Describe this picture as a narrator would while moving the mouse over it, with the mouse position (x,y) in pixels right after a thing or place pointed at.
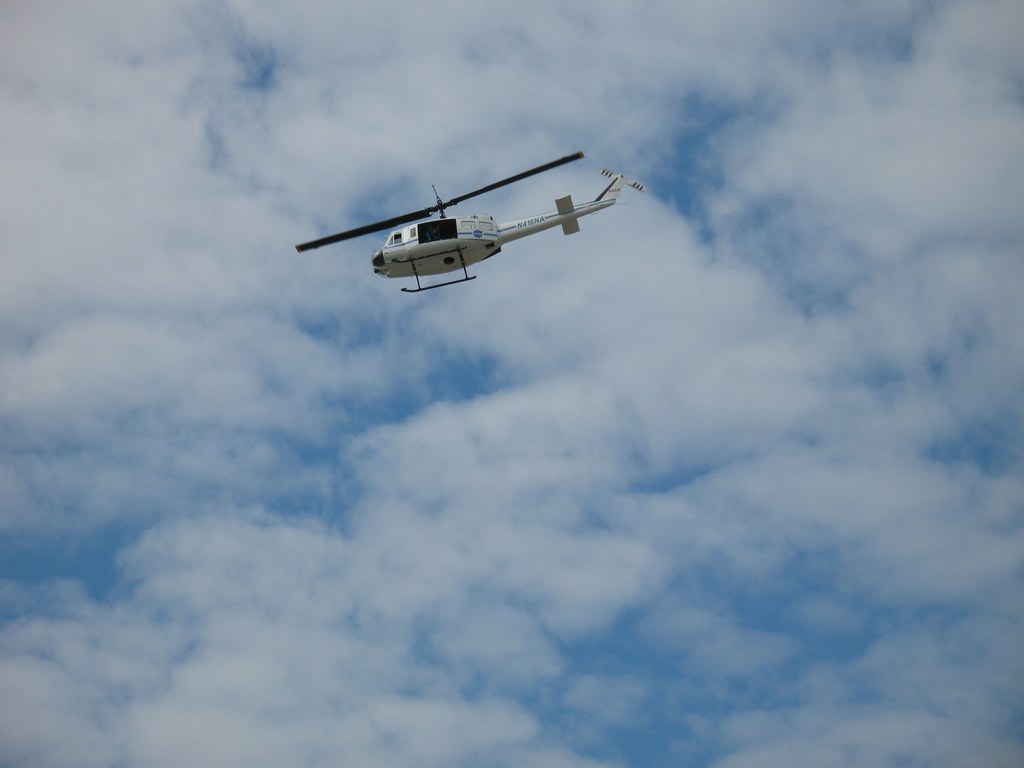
In this image, I can see a helicopter (483,258) flying. In the background (399,286), there is the sky (931,275).
